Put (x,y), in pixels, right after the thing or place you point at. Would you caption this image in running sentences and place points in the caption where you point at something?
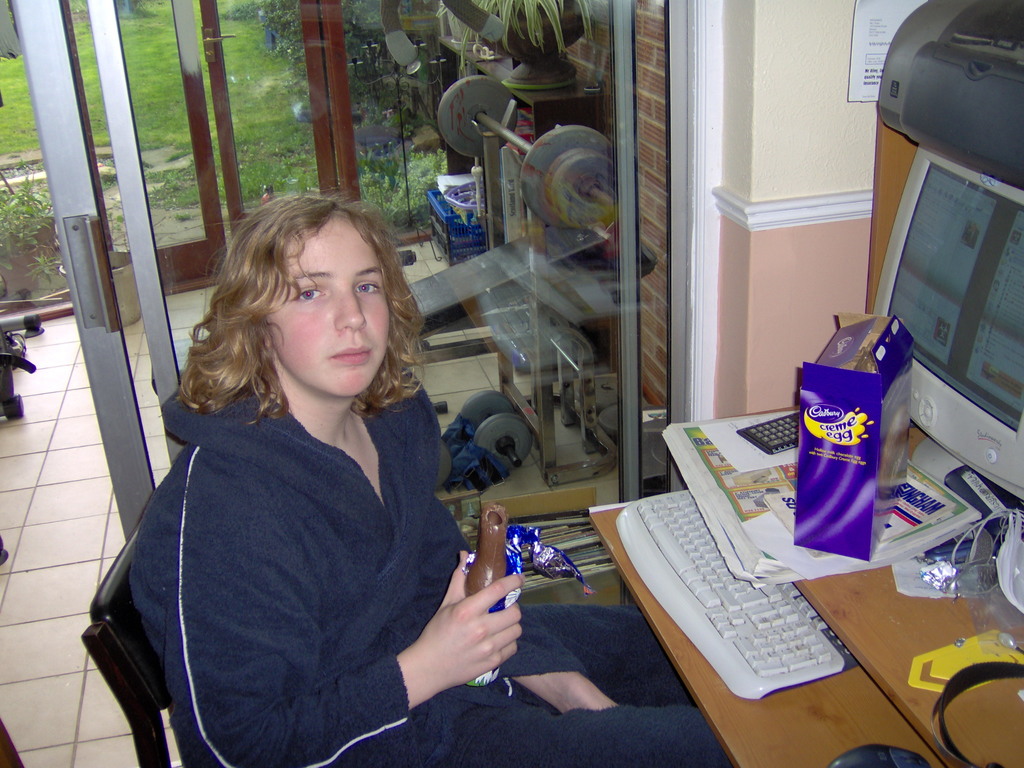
This picture of inside. On the right (864,699) there is a desk (906,632) on the top of which a monitor (972,286), a box (851,431), some papers (750,484), keyboard (797,594) and a mouse (888,758) are placed. In the center (345,349) there is a person (332,617) sitting on the chair (118,631). In a background (463,110) we can see a wall (805,115), instruments (555,149) used in the gym, a door (186,248) and the outside view consists of grass (146,66) and some house plants (30,211) and we can see the ground (34,452) in the left corner (49,628).
